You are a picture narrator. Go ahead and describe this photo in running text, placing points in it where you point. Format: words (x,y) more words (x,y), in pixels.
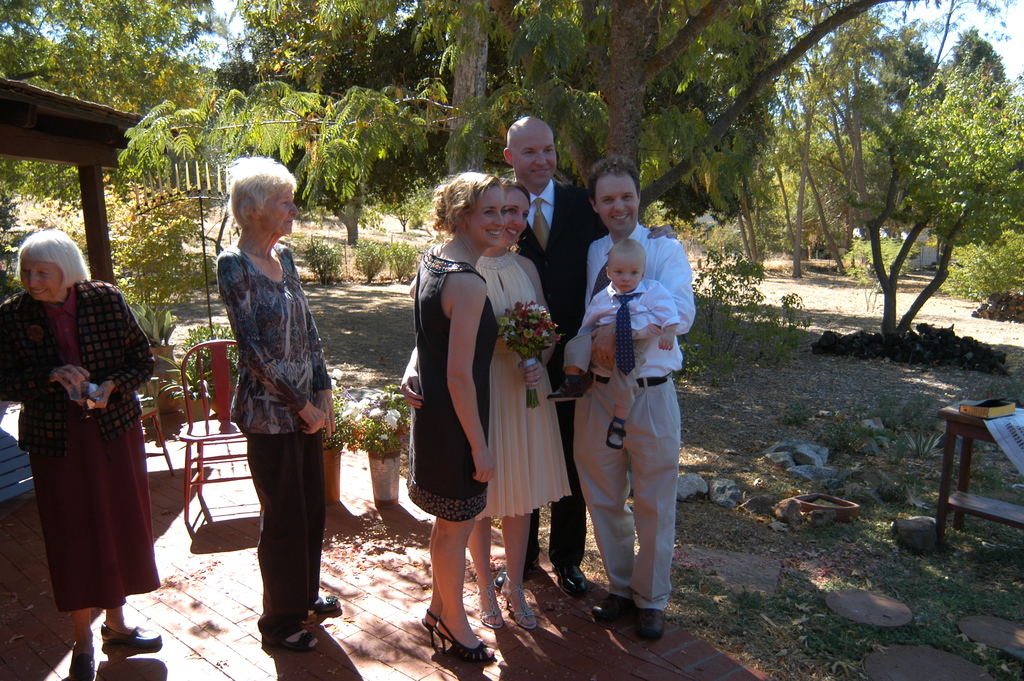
In this picture we can see a group of people (298,311) standing on the ground (680,542) and smiling, houseplants (338,441), chair (236,437), table (946,422), book (978,405), stones (692,477), grass (844,574), trees (776,252) and in the background (1011,35) we can see the sky (969,15).
